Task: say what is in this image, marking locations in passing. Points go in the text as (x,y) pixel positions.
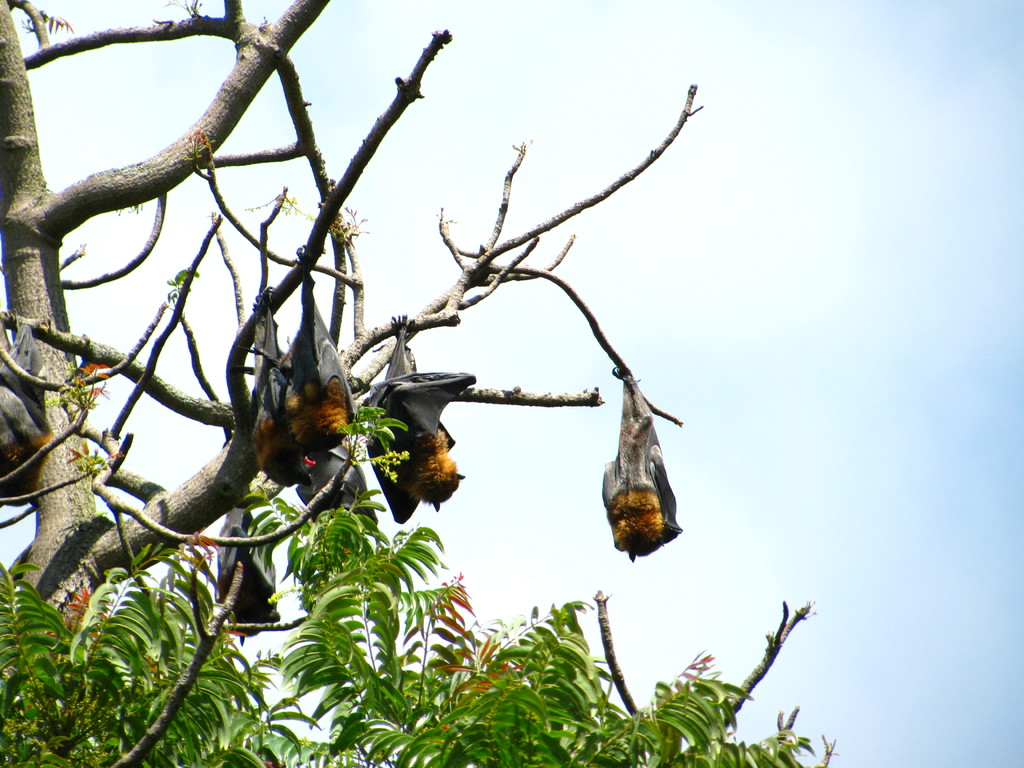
In this image there are bats (28,454) on the tree (348,625). In the background of the image (723,456) there is sky (838,323).
